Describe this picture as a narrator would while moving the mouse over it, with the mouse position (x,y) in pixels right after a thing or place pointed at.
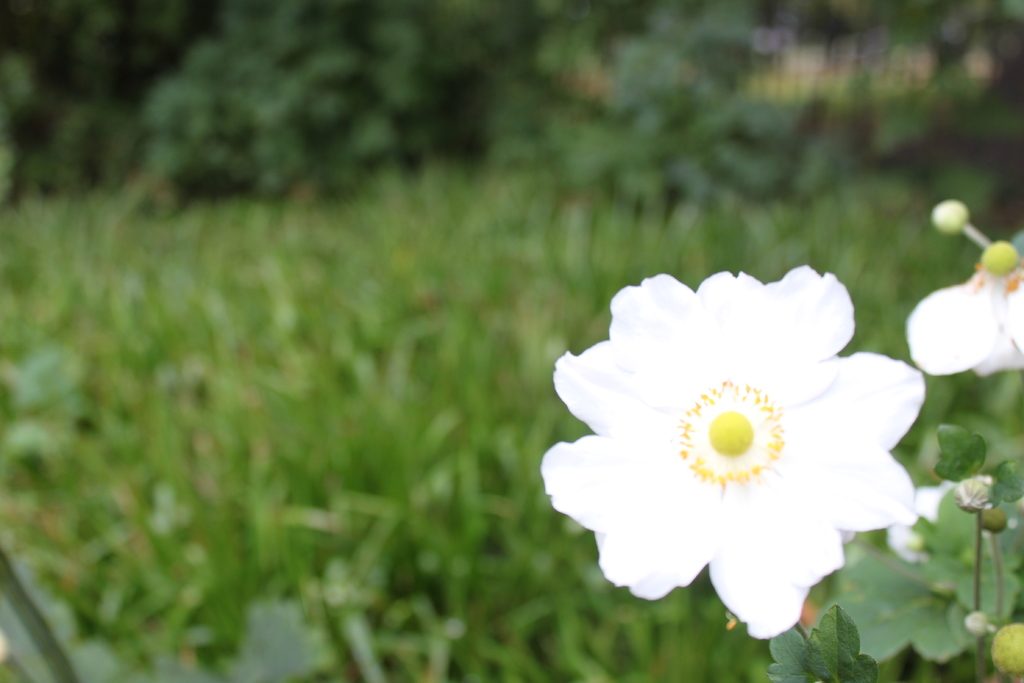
In the image we can see there is a white flower (697,468) and the ground (447,472) is covered with plants (424,397). Behind the image is little blurry.
